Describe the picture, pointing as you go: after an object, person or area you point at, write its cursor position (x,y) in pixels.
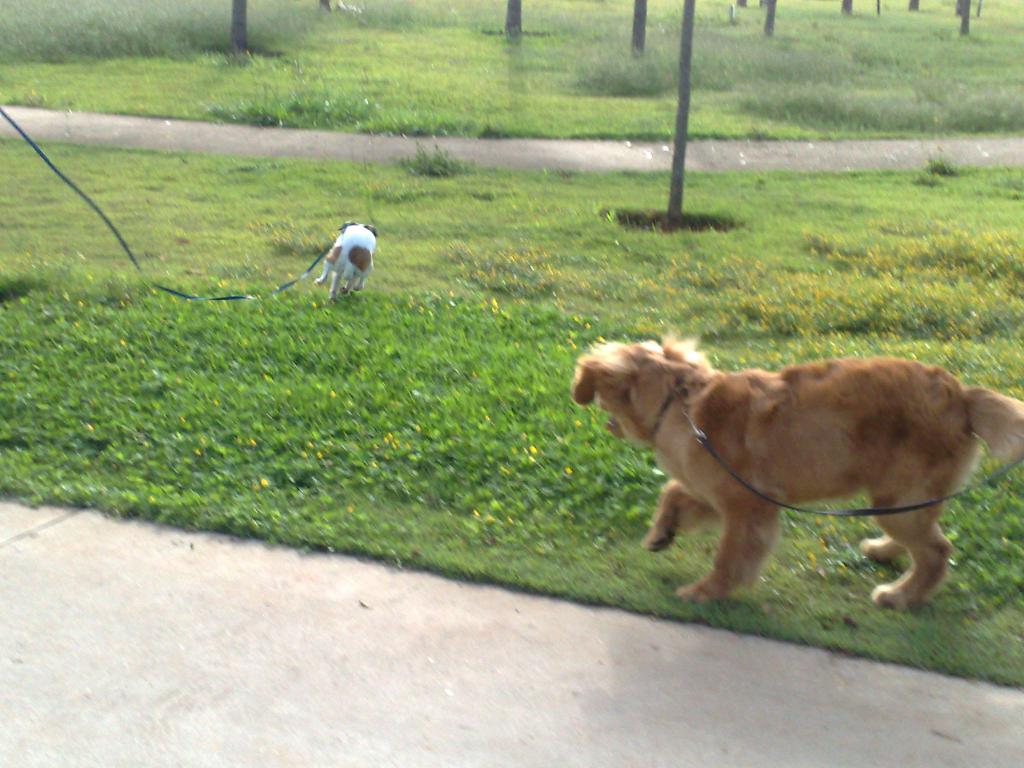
In this picture we can see couple of dogs (680,464) on the grass (445,409) and the dogs (687,476) tied with belts (708,448), in the background (728,64) we can see few plants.
